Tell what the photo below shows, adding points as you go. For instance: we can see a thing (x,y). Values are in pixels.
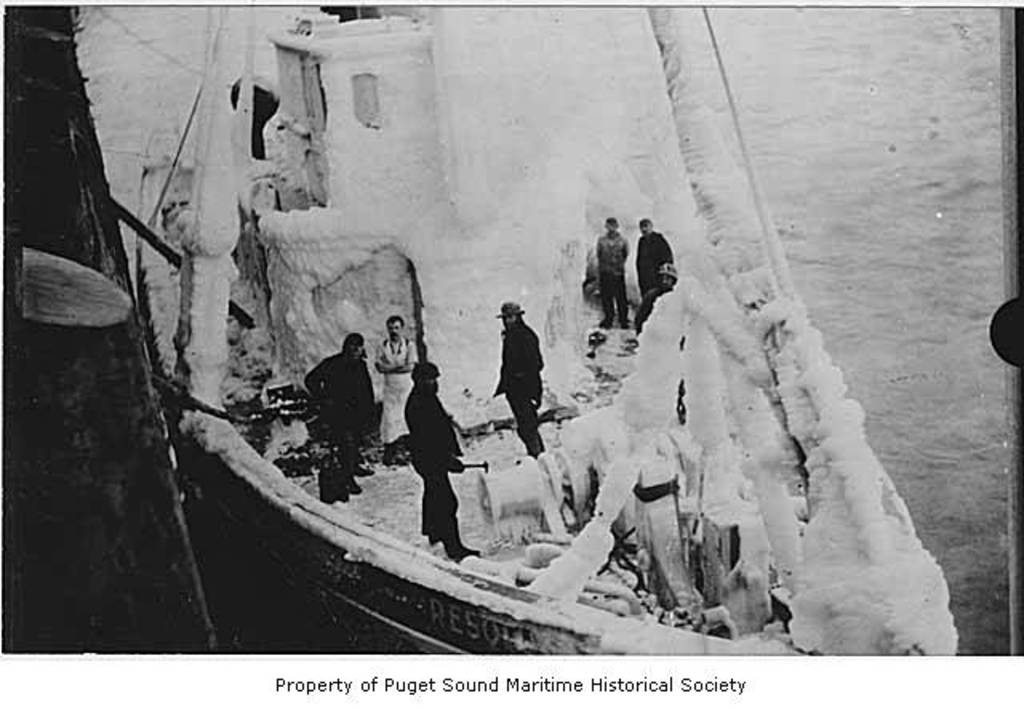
In this picture we can see few persons (345,411) on the boat (553,593) and there is water (927,273). At the bottom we can see text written on it.
